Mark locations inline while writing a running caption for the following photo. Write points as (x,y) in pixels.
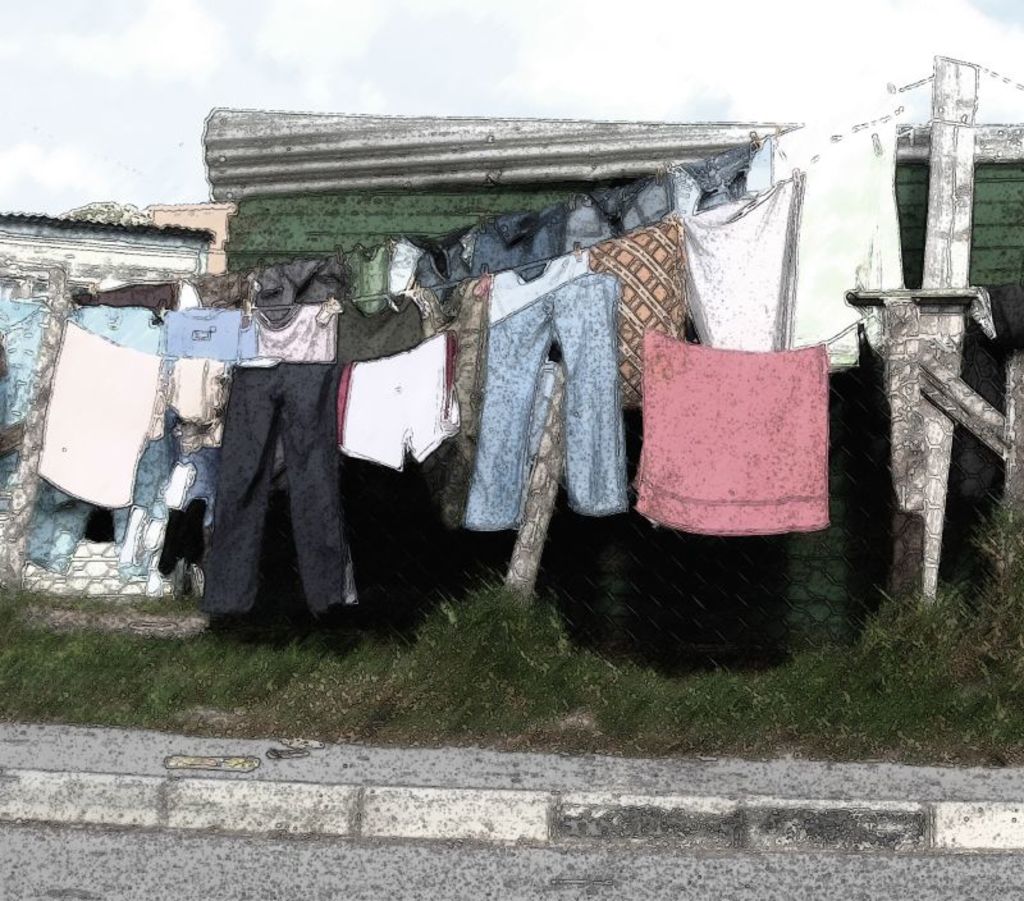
There is road (255,866) near the footpath (269,746). In the background (89,651), there's grass (775,703) on the ground (941,707). Above this grass (504,657), there are clothes (740,240) placed on the threads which are tied with the poles (927,215), there are buildings (441,198) which are having roofs (567,154) and there are clouds (520,49) in the sky (580,48).
